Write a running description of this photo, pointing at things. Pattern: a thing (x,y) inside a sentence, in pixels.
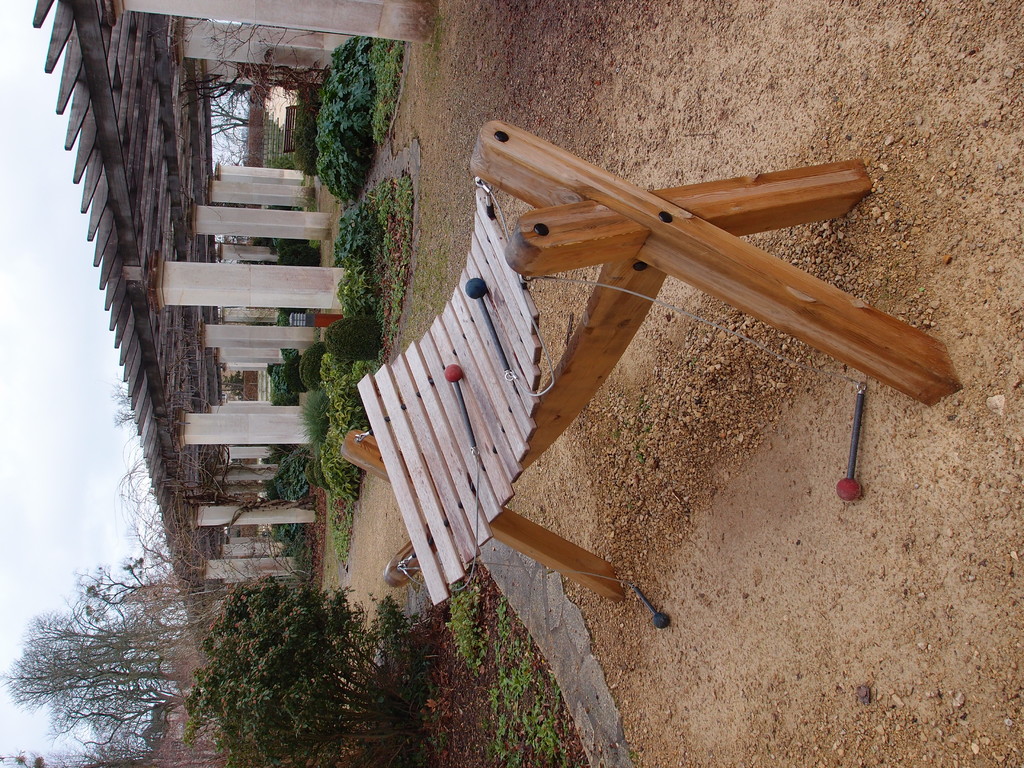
In the image there is some wooden object (828,302) on the ground (525,612) and behind that there are plants (287,646), trees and there are many pillars (255,306). On the pillars (234,208) there are wooden sticks (157,151).
